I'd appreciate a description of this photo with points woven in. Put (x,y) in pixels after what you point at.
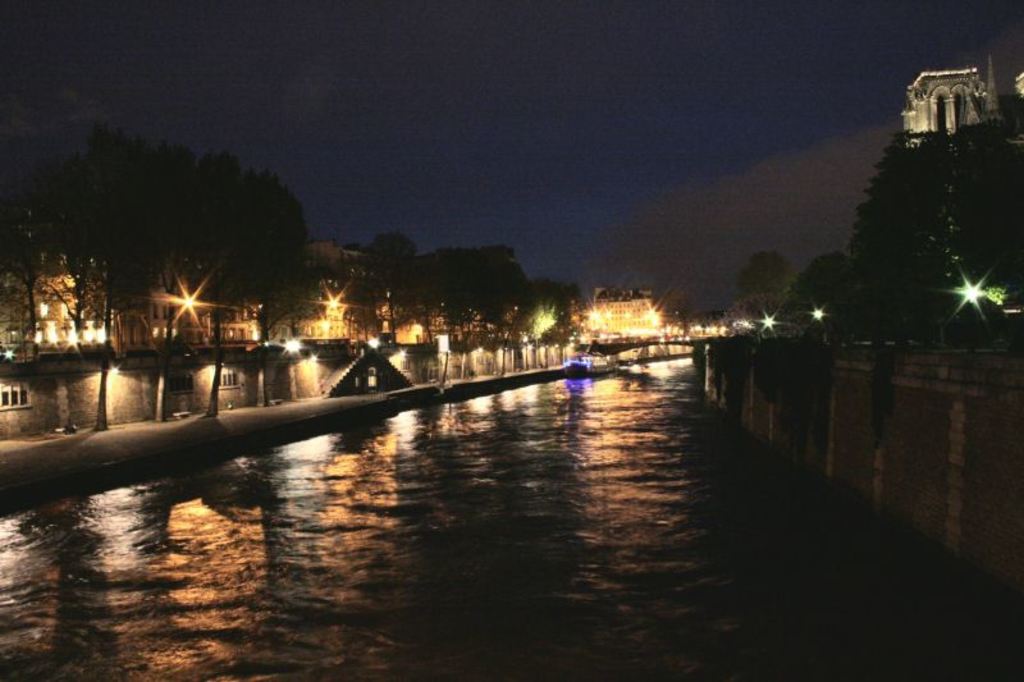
In the picture we can see the night view of the water surface (387,628) and both the sides of the water surface (807,566), we can see the trees (879,303), buildings (1012,133) and lights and in the background (498,98) we can see the sky (341,217) with clouds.
